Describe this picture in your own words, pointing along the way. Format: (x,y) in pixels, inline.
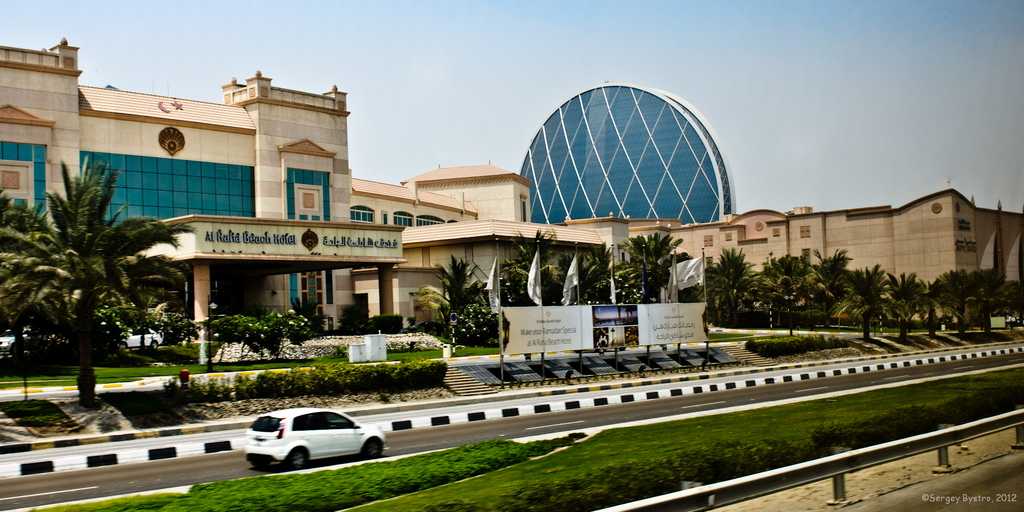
In this image we can see vehicle (291,416) on the road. On the ground (619,441) there is grass (648,432). Also there are plants (342,386). And there is a railing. In the back (742,273) we can see trees (72,301). Also there is a banner (608,333). And there are flags (563,298) with poles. In the background (198,210) we can see buildings (345,207). And there is sky (730,96).
